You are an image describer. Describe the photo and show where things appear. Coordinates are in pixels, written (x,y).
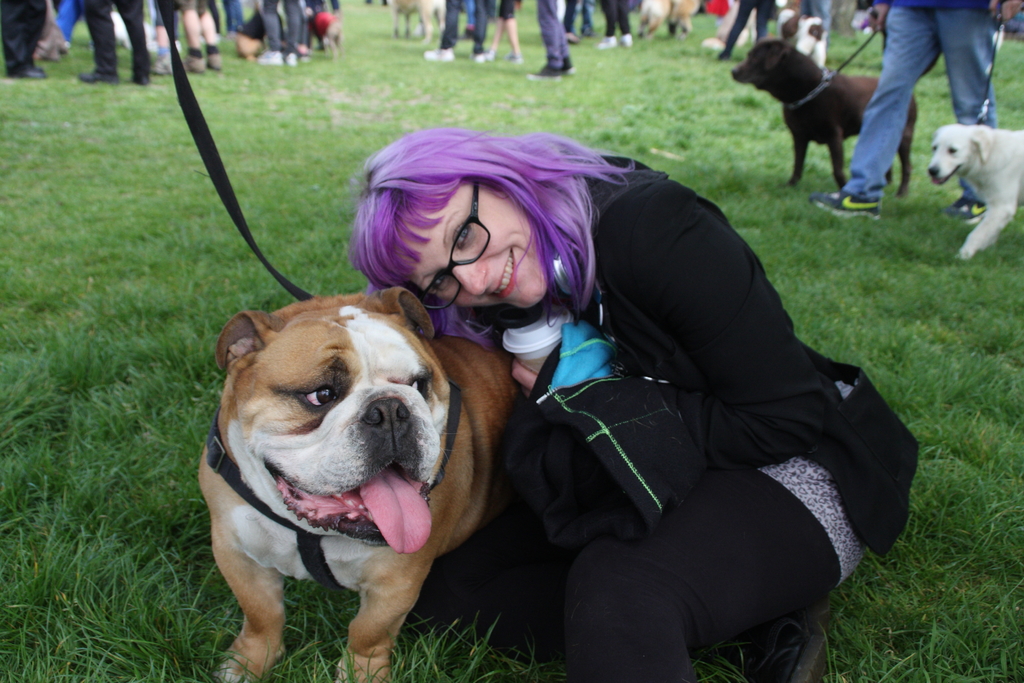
In the image we can see there is a dog (374,399) standing on the ground (545,94) and there is a woman (374,211) sitting on the ground (377,59) and she is holding coffee glass (536,354) in her hand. There are dogs (331,27) standing on the ground (479,664) and there are people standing on the ground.
